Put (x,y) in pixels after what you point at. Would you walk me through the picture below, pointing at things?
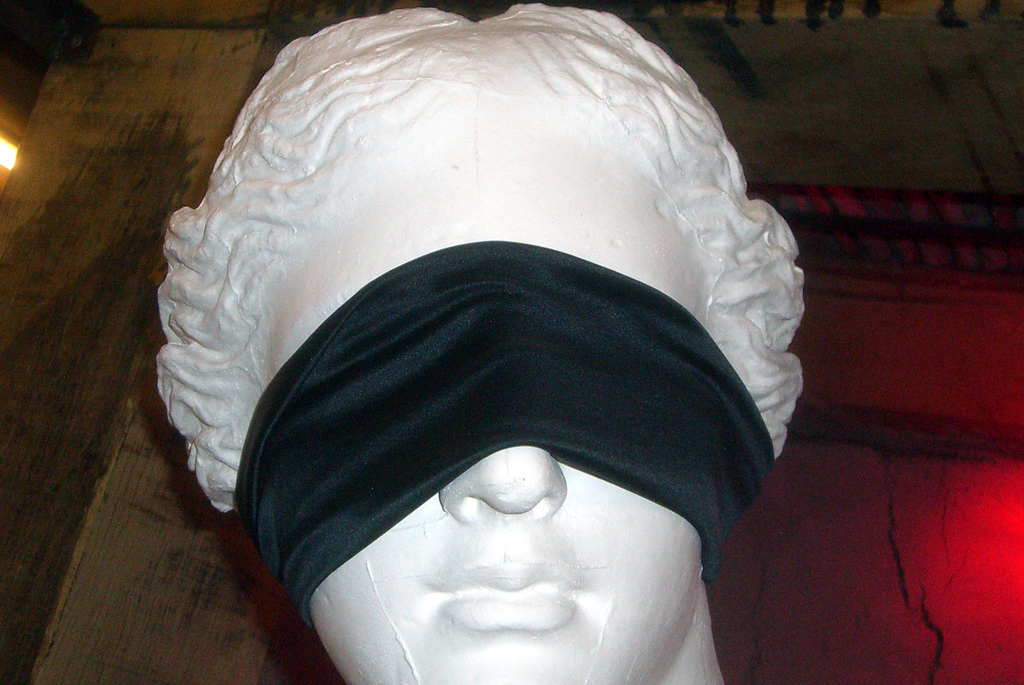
In this image we can see a statue (577,231) with blindfold (485,287).
